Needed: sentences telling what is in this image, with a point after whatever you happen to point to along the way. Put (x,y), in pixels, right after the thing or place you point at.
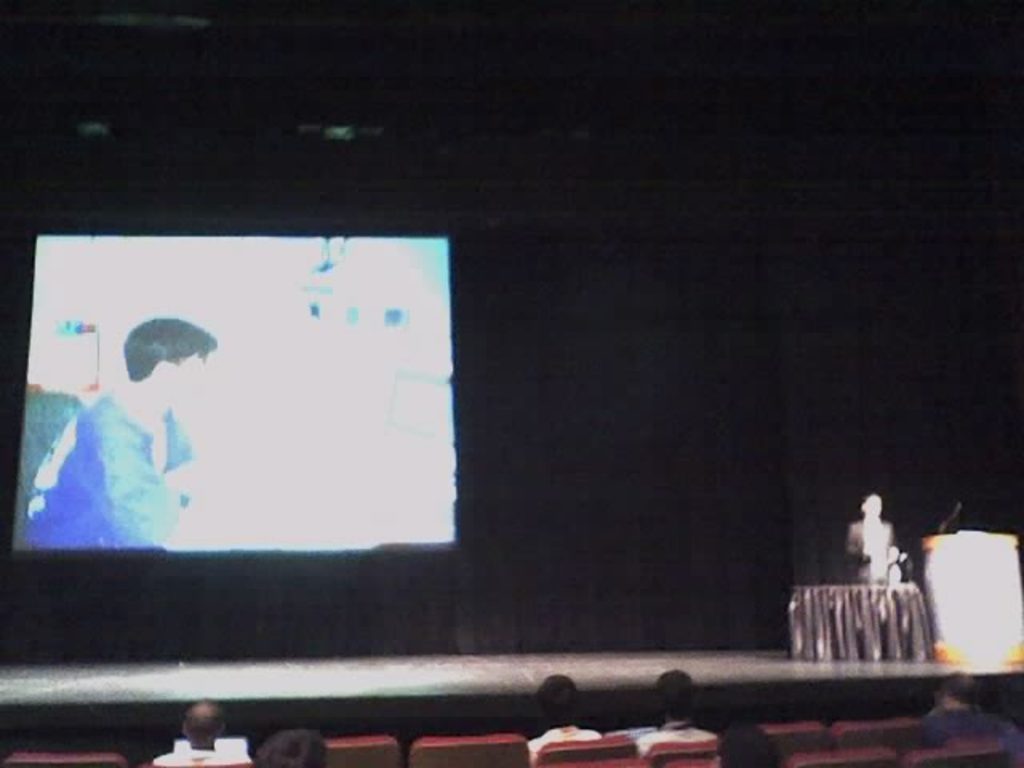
There are people (293,741) sitting and chairs (451,747) at the bottom side of the image (680,678), there is a person (882,530) standing, mic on a desk (929,555), screen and curtains (612,433) in the background (447,500).
